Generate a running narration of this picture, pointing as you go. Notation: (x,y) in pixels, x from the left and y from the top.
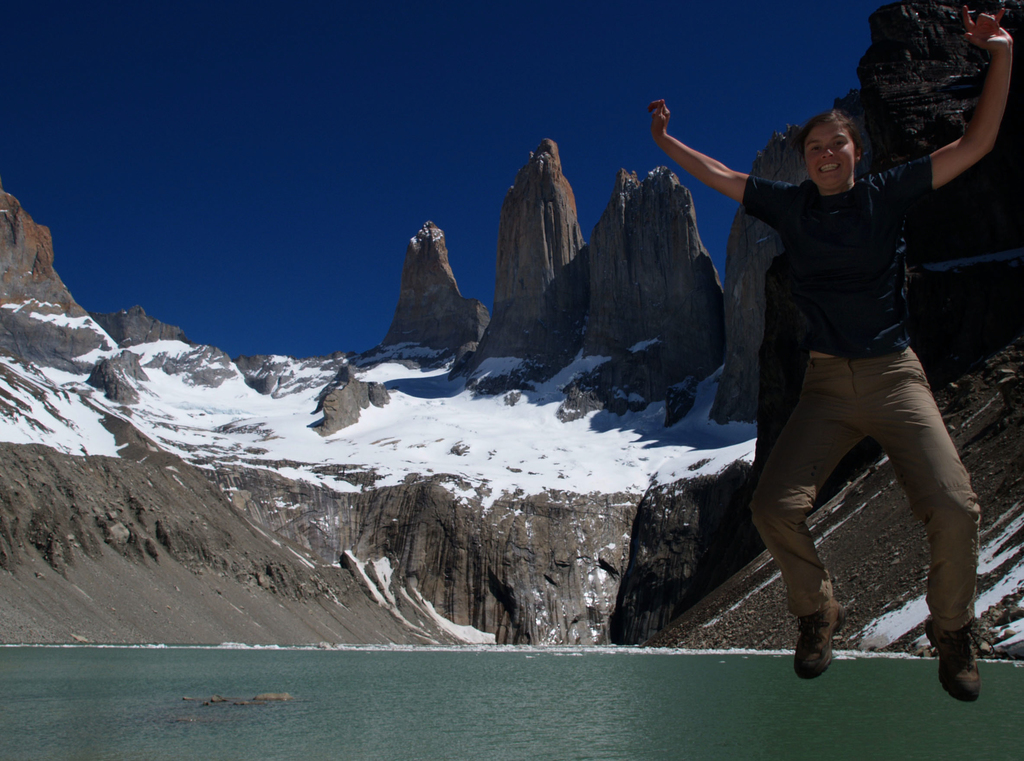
In this image I can see the person (919,435) in the air. In the background (366,653) I can see the water (471,693), mountains (692,300) and I can also see the snow (402,393) and the sky (314,168) is in blue color.
